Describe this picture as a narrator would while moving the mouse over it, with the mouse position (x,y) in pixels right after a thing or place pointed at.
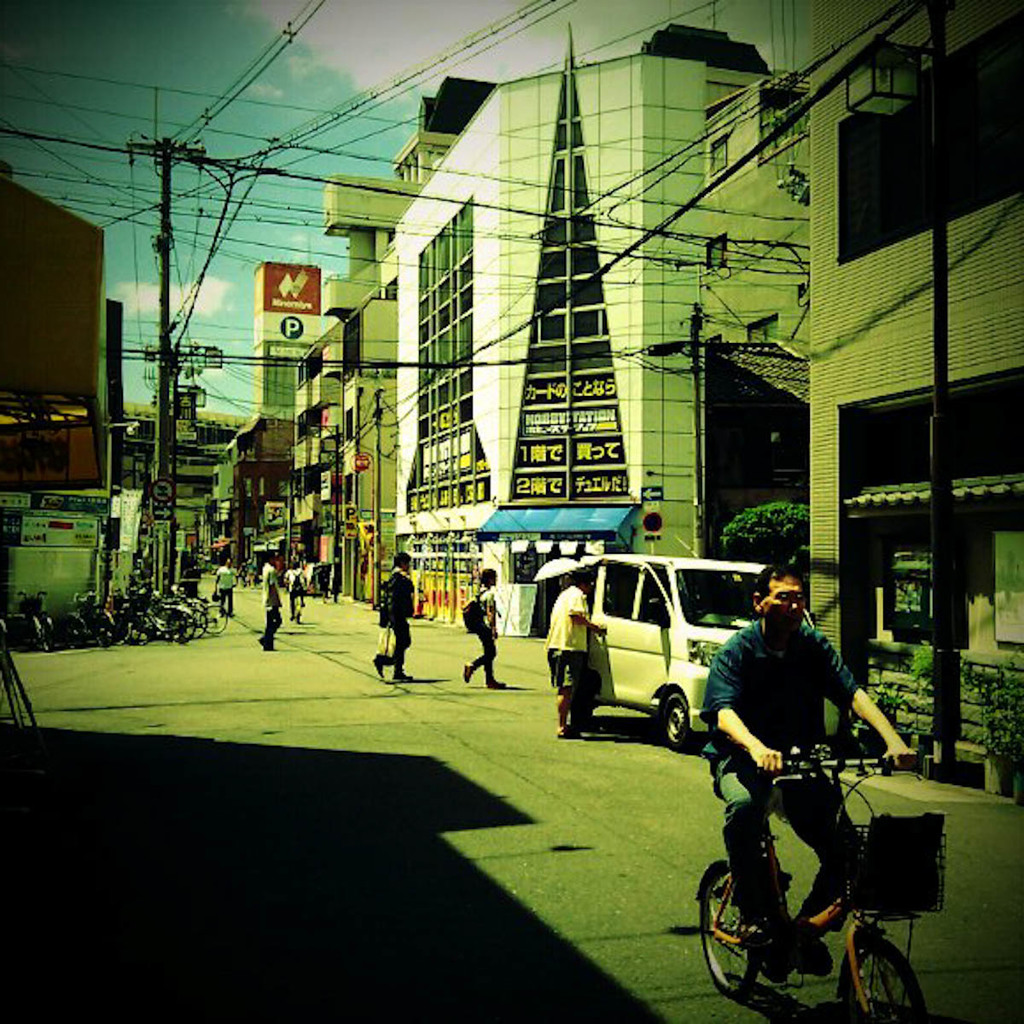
On the right (752,792) there is a man (758,691) he is riding bicycle (845,907). On the right (728,610) there is a car (658,639), person (561,670). In the back ground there are some people (488,659), buildings (446,450), electric pole (165,222), cables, sky (283,201) and clouds (425,66). This is a street view.
